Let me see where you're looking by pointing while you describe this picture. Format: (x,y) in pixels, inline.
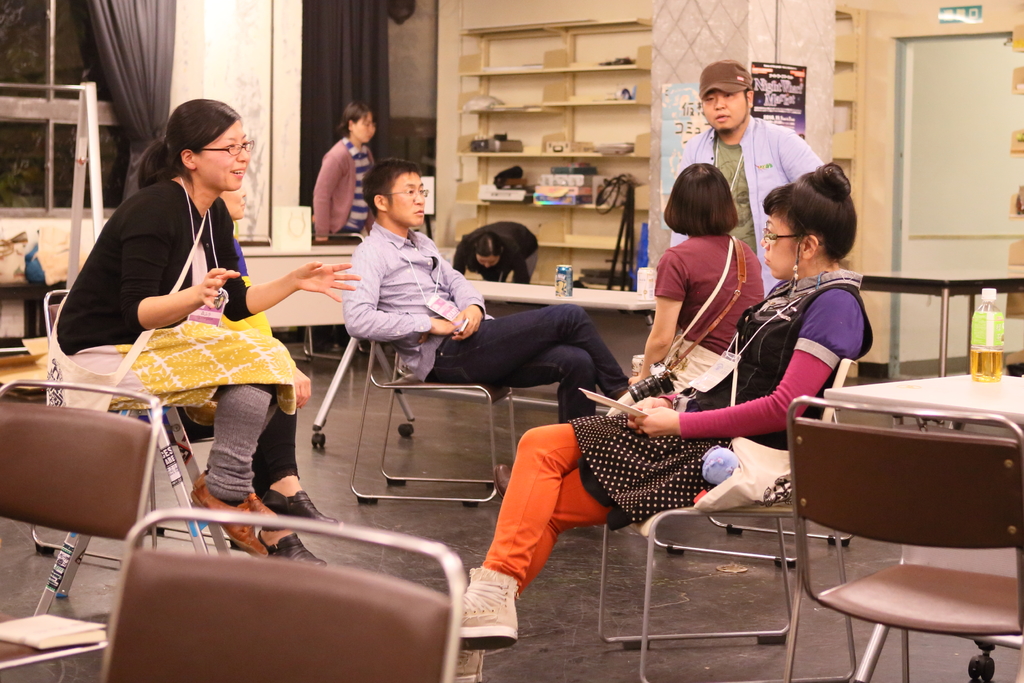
In this picture, we see people (734,428) are sitting on the chairs (433,388). On the right side (856,482), we see an empty chair (870,488) and a table (996,405) on which bottle (978,370) is placed. The man (737,100) in the blue shirt (759,141) is standing. Beside him, we see a table (609,300) on which can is placed. Behind him, we see a pillar (750,45). On the right side (836,132), we see a white door (947,201), wall (879,155) and a rack (546,130) in which some objects (604,188) are placed. Beside that, we see the woman (351,139) is standing. On the left side (231,79), we see the wall (249,83), window (108,172) and a curtain (106,46) in grey color. Beside that, we see a table (271,250) on which a name board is placed. In the left bottom (103,504), we see a chair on which book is placed.
